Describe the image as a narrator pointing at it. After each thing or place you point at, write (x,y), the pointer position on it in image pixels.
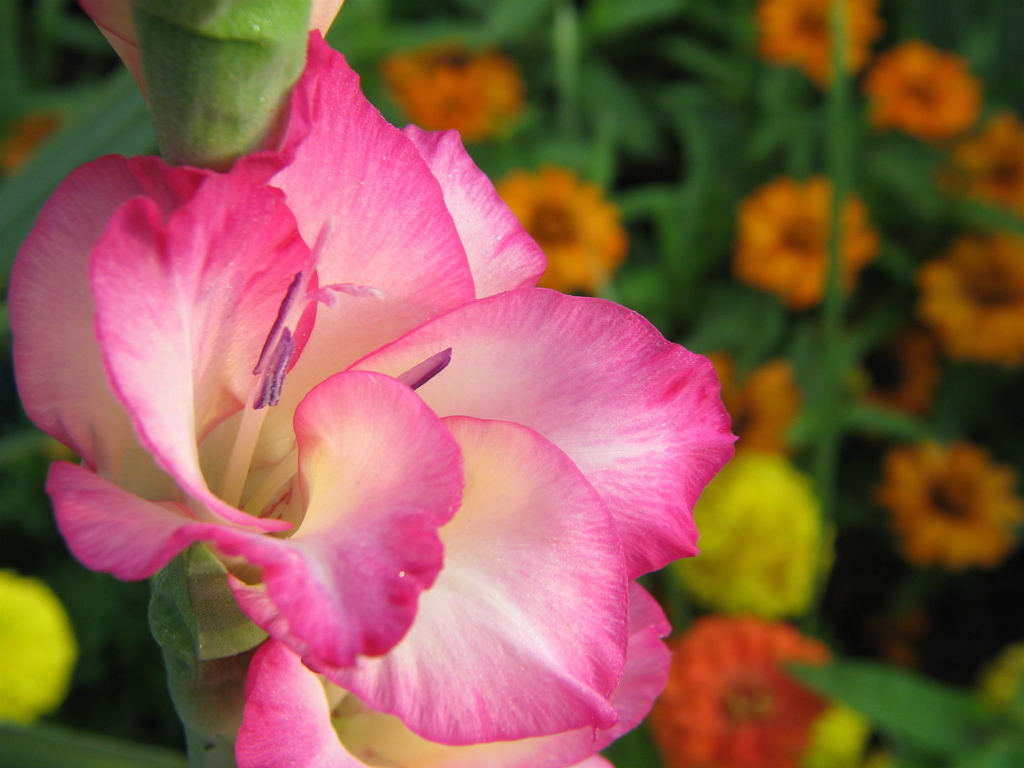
In this image in the foreground (352,403) there is flower plant (327,446) with pink flowers (312,383). In the background (527,124) there are flower plants (739,250) with orange and yellow flowers (762,516).
